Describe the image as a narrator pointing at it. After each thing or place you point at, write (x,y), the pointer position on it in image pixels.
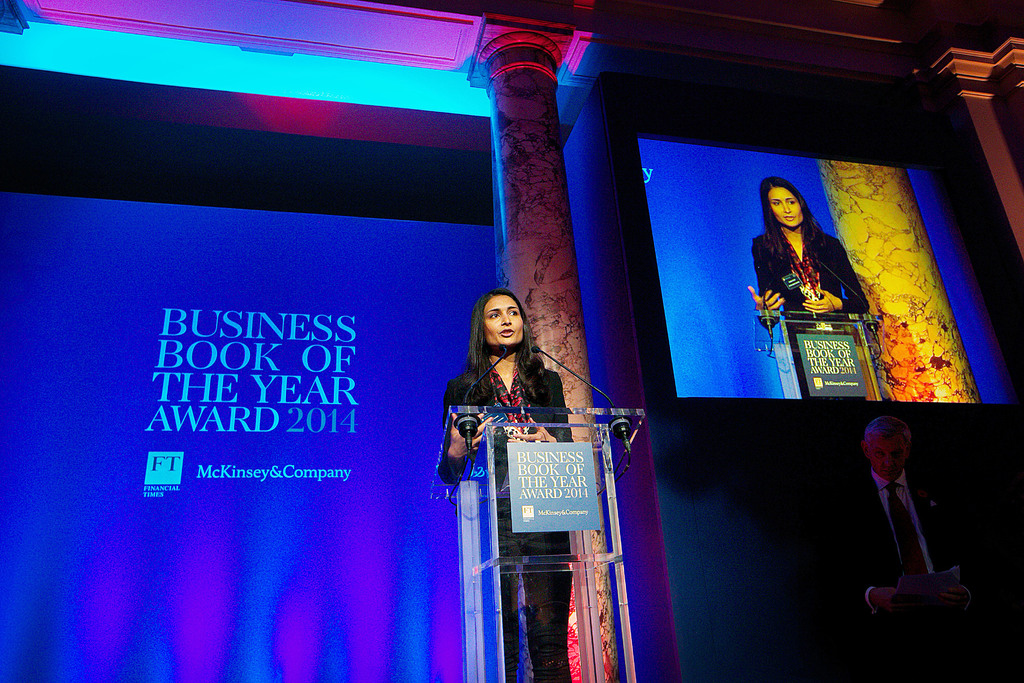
In the image there is a woman (516,399) giving a seminar and behind the woman (494,385) there is a projector screen (14,578), on the right side (738,341) there is an led screen (812,292) the video (812,292) of the women's seminar is being displayed on the screen (756,349), below the screen (749,304) there is a man (918,558) standing by holding paper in his hand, beside the man (907,540) there is a wall (674,479) and beside the wall (588,233) there is a pillar (555,187).
